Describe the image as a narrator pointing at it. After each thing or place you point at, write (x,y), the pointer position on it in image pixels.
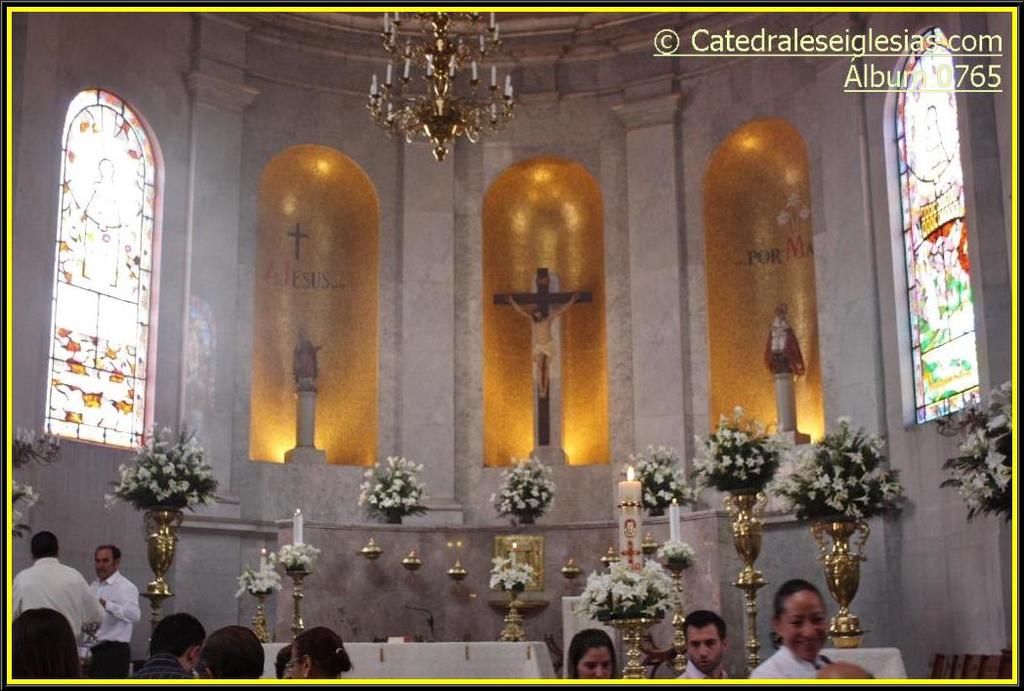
This is the inside view of a church (780,250) where we can see flower vases (177,502), candles (301,522), statues (539,303), windows (116,244) and chandelier (392,77). At the bottom of the image (596,651) we can see people (115,641).
